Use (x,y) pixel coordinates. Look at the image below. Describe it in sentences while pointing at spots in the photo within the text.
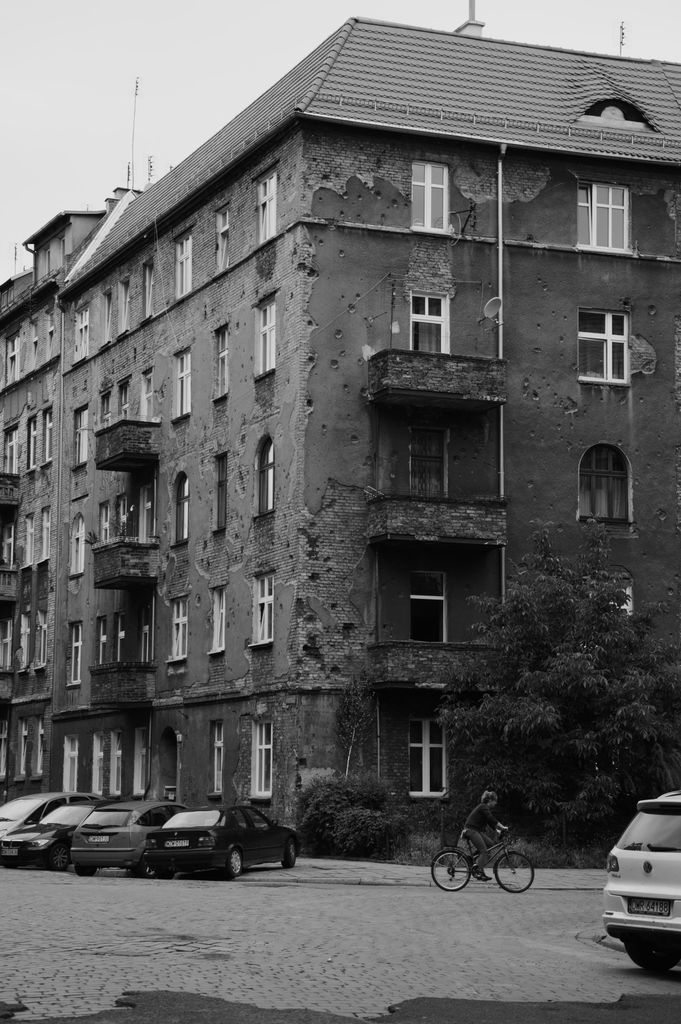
In this black and white image, we can see cars (621,881) on the road (238,901). There is a building (371,444) in the middle of the image (371,453). There is a person (479,833) in the bottom right of the image (501,852) riding a bicycle (521,876). There is a tree (583,762) and plant (365,804) in front of the building (432,447). There is a sky (326,21) at the top of the image (329,19).
